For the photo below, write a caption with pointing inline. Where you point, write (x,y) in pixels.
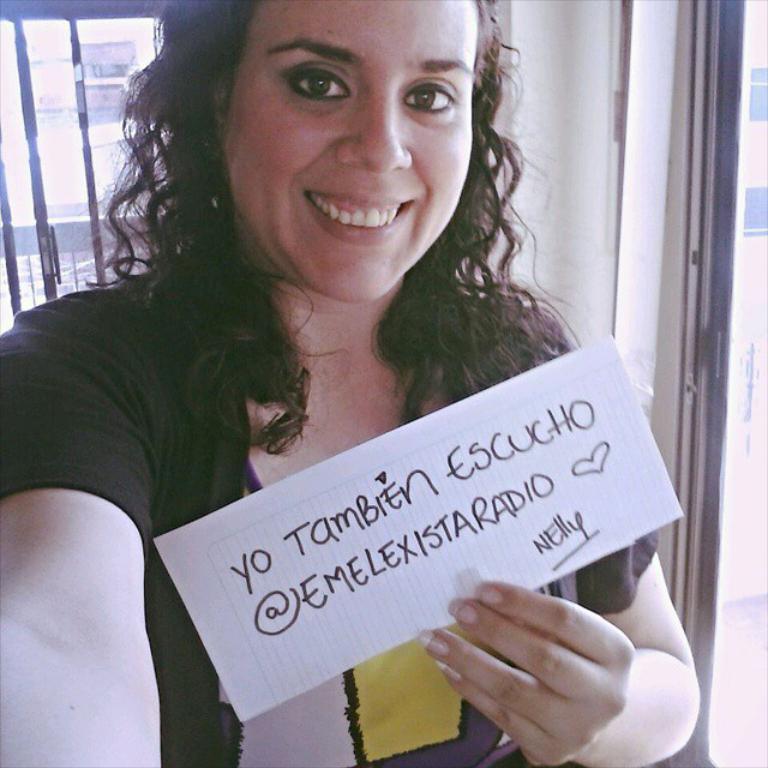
In the foreground of the picture (323,280) there is a woman (175,703) holding a paper (474,481), behind her there is a window (23,83) and wall (565,94). In the background (53,62) it is building (60,92).
